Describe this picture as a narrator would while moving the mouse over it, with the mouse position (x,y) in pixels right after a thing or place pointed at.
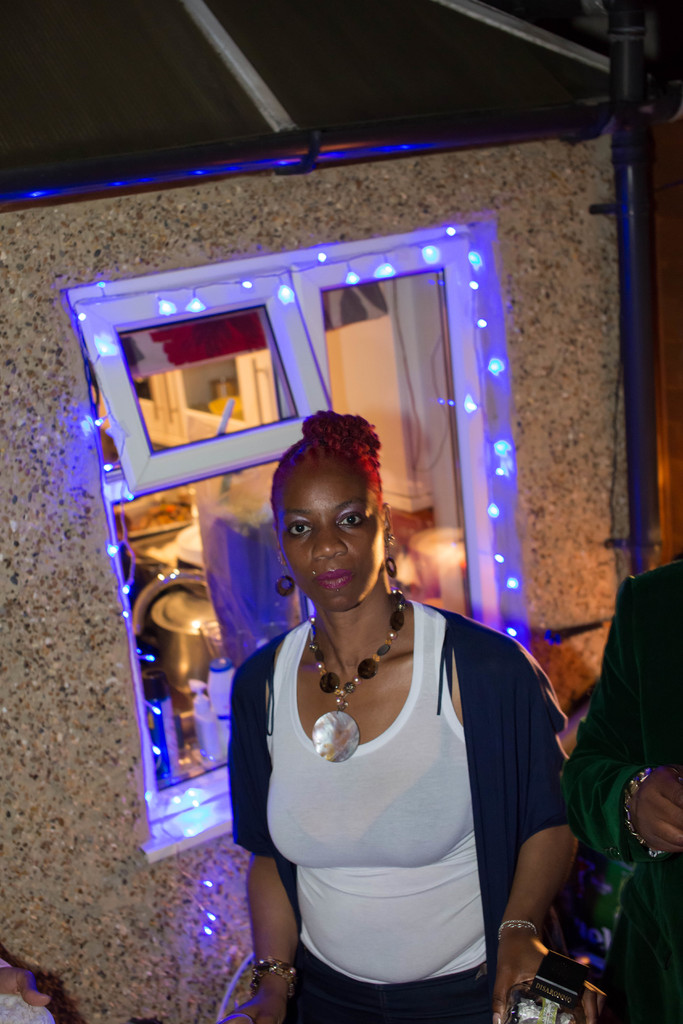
In this image I can see the person (403,865) is wearing black and white color dress (459,764). I can see the wall (50,694), few people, windows (373,312), lights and few objects (199,558).
